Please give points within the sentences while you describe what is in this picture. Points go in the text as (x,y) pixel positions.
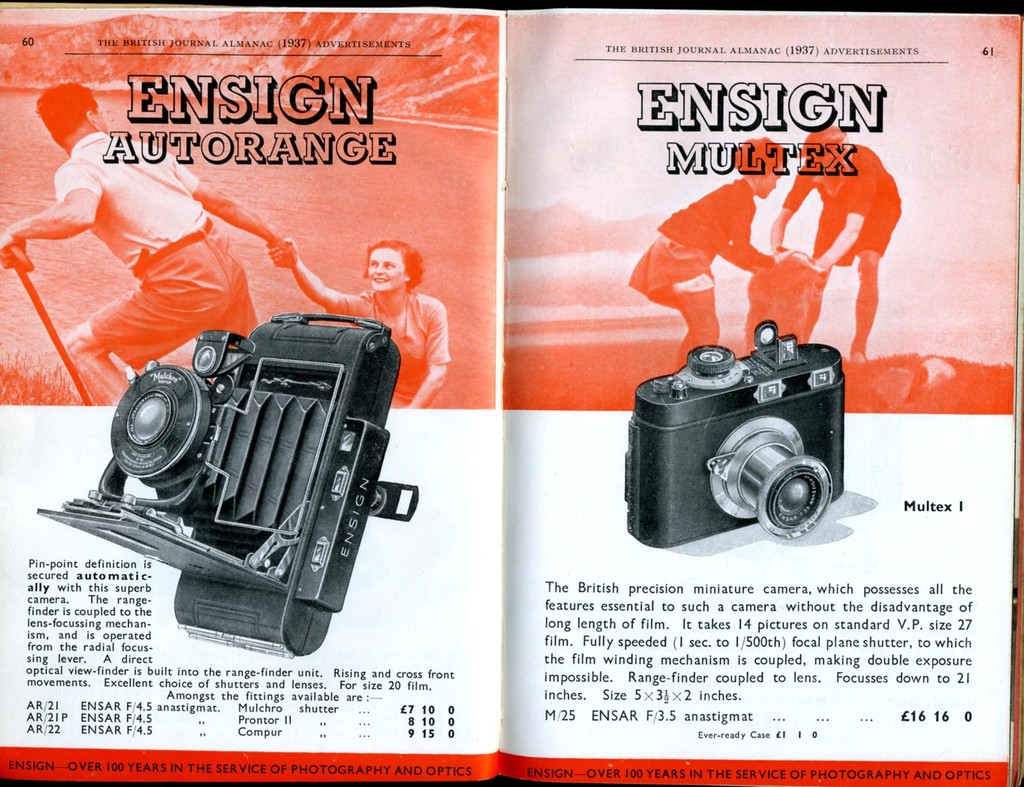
In this picture we can see depictions (774,335) and some information (816,732) on the papers (902,420).
